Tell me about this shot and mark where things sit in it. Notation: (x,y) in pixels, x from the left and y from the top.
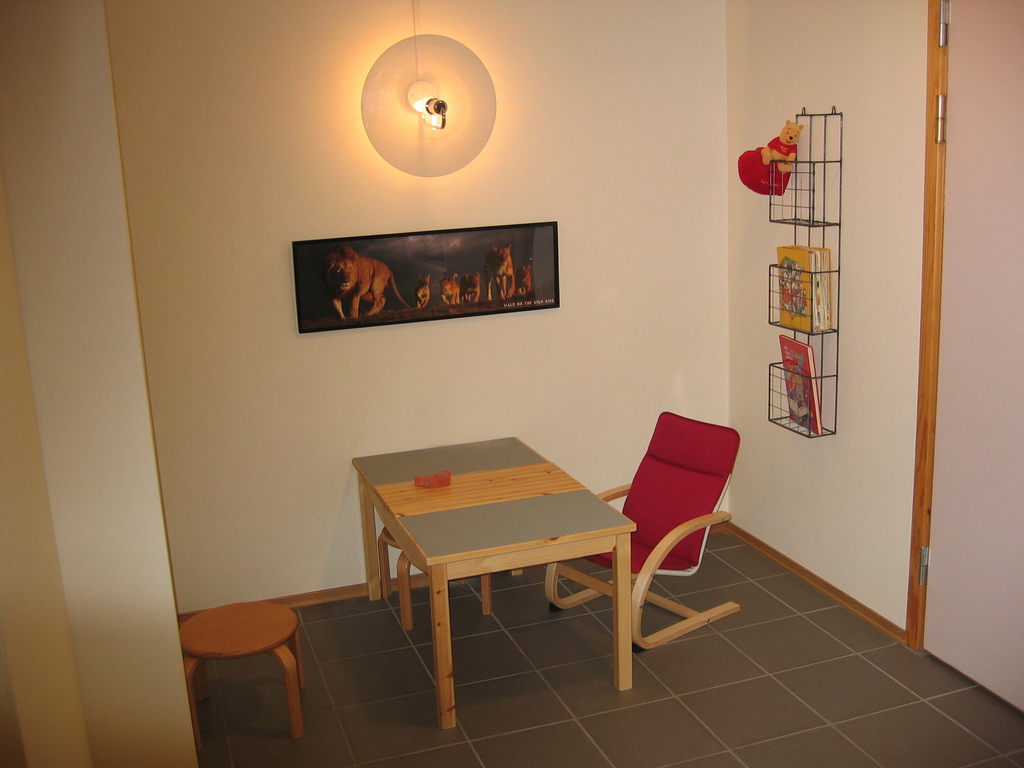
In this picture we can observe a table (465,551) in this room (504,542). There is a stool (280,644) and a red color chair (686,560). We can observe a shelf (784,332) fixed to the wall (784,235) in the right side (813,160). There is a door (982,302). We can observe photo frame (522,277) attached to the wall (571,184) and a light (431,108) here.
